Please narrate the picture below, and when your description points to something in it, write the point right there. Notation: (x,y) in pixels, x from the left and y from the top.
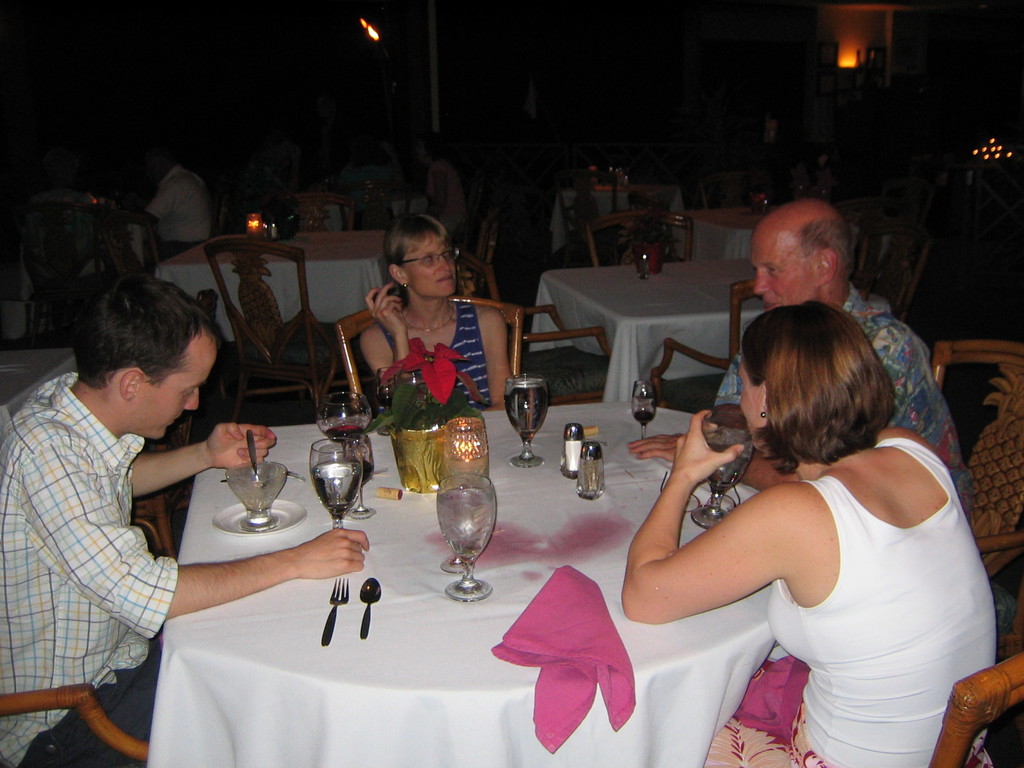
In this image there are group of persons (669,487) sitting around the table (552,466) and having their drinks (468,543) and there are spoons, forks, glasses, napkin (577,679), flower vase (415,447) on the table (245,603).
